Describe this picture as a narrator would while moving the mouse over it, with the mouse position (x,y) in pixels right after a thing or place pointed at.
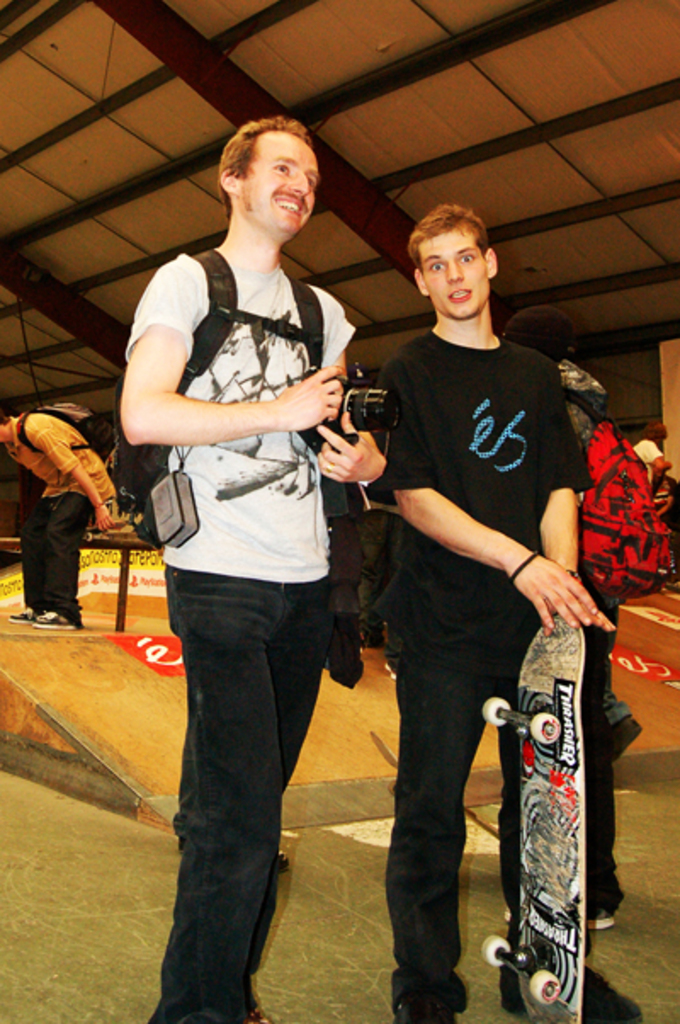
In this image we can see people (364,635) standing on the floor (341,990) of them one is holding camera (393,405) in the hand (315,416) and the other is holding skateboard (549,875) in the hands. In the background (341,70) we can see shed (113,136).
